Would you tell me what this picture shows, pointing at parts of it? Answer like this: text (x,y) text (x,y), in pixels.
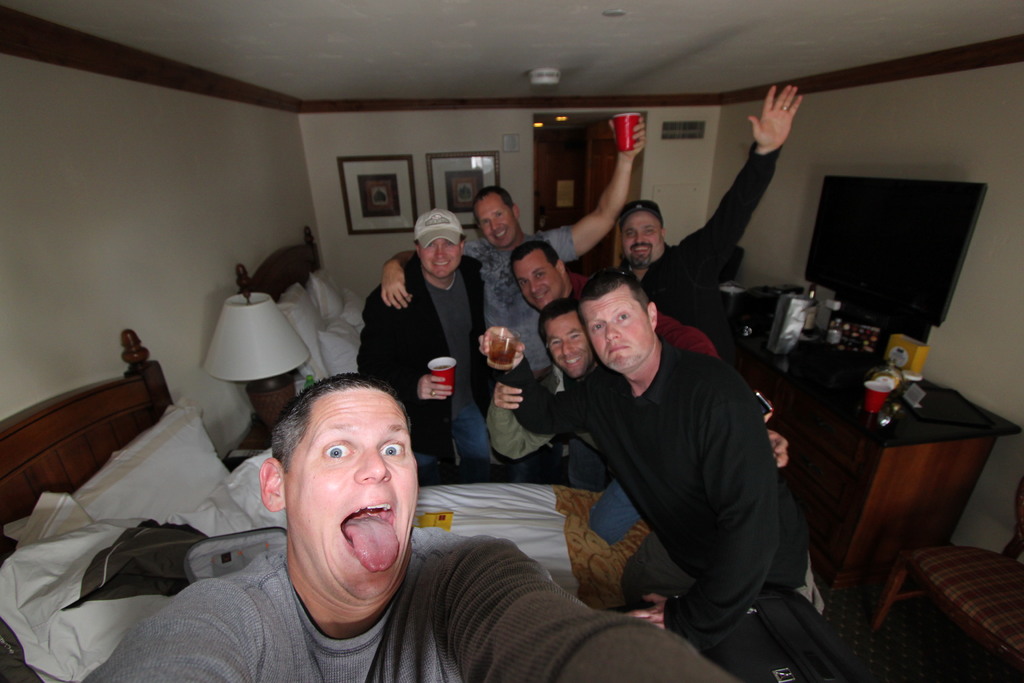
These persons (554,356) are standing. We can see beds (120,395). On the bed (235,491) we can see pillow (69,510), cloth (151,540). On the background (337,141) we can see wall (322,201), frame (371,168). These two person (556,234) holding cup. This person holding glass (518,334). We can see television (858,257) and chair (968,596).
